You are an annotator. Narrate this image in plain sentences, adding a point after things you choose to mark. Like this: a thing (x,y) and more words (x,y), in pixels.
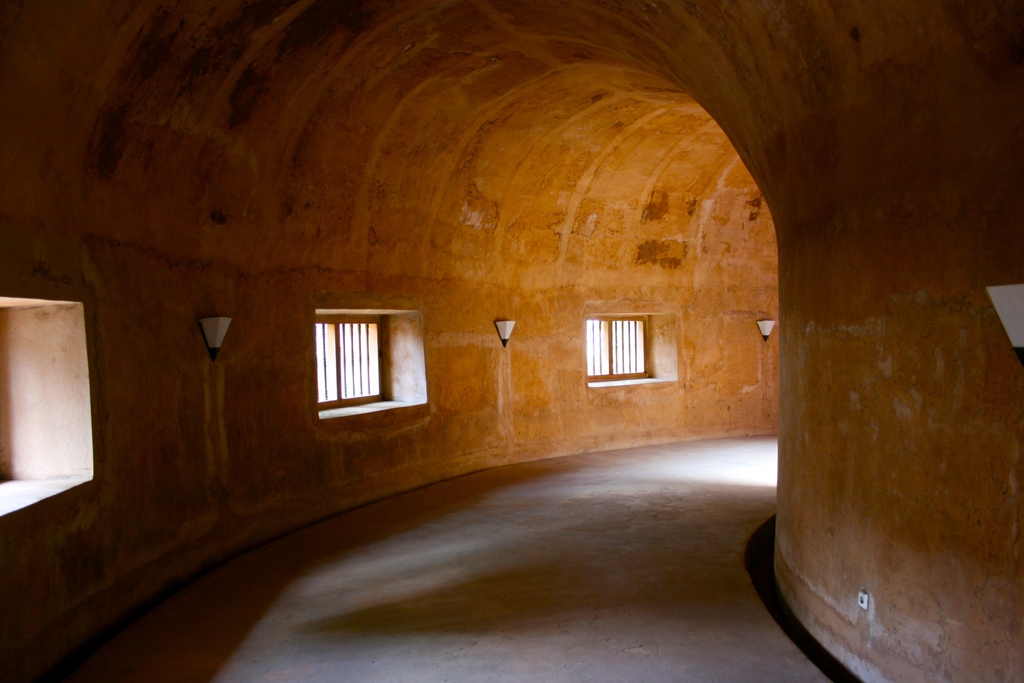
This image is taken indoors. At the bottom of the image (421,610) there is a floor (500,549). In the middle of the image (345,252) there are two walls (298,366) with windows (397,346) and there are a few lights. At the top of the image (513,40) there is a roof (431,50). This image is taken in a corridor (535,504).
